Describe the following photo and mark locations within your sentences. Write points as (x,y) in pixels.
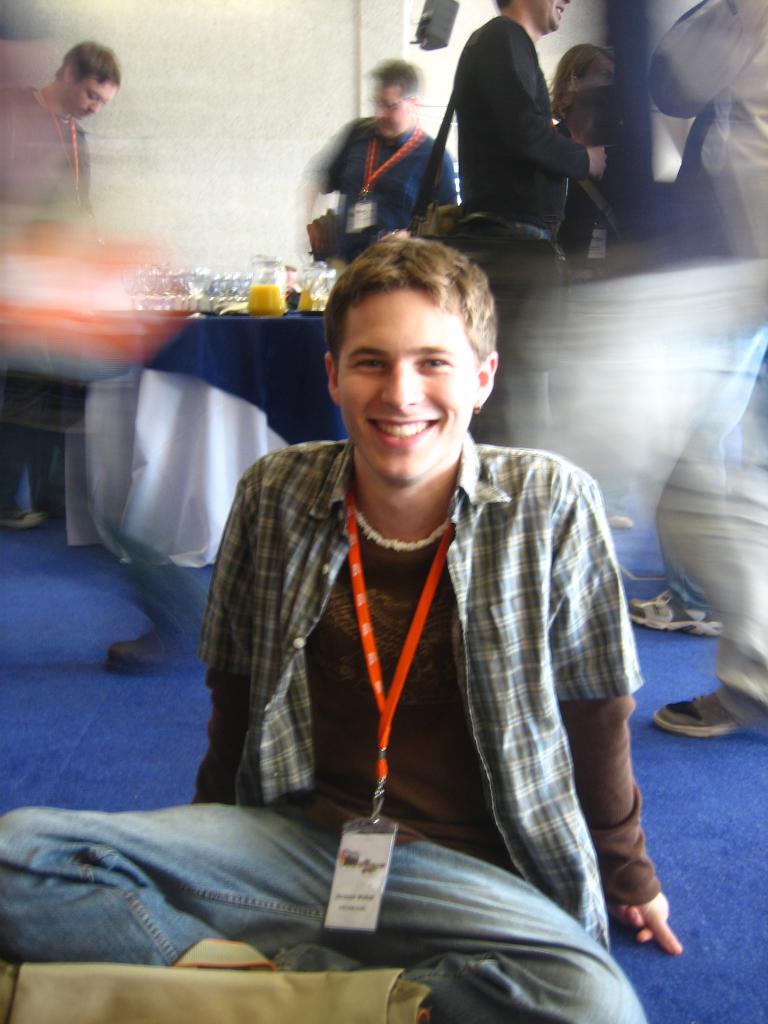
In this picture there is a boy (423,382) in the center of the image (488,520), who is sitting on the floor (17,726) and there are other people (331,157) and a table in the background area of the image (472,159).
